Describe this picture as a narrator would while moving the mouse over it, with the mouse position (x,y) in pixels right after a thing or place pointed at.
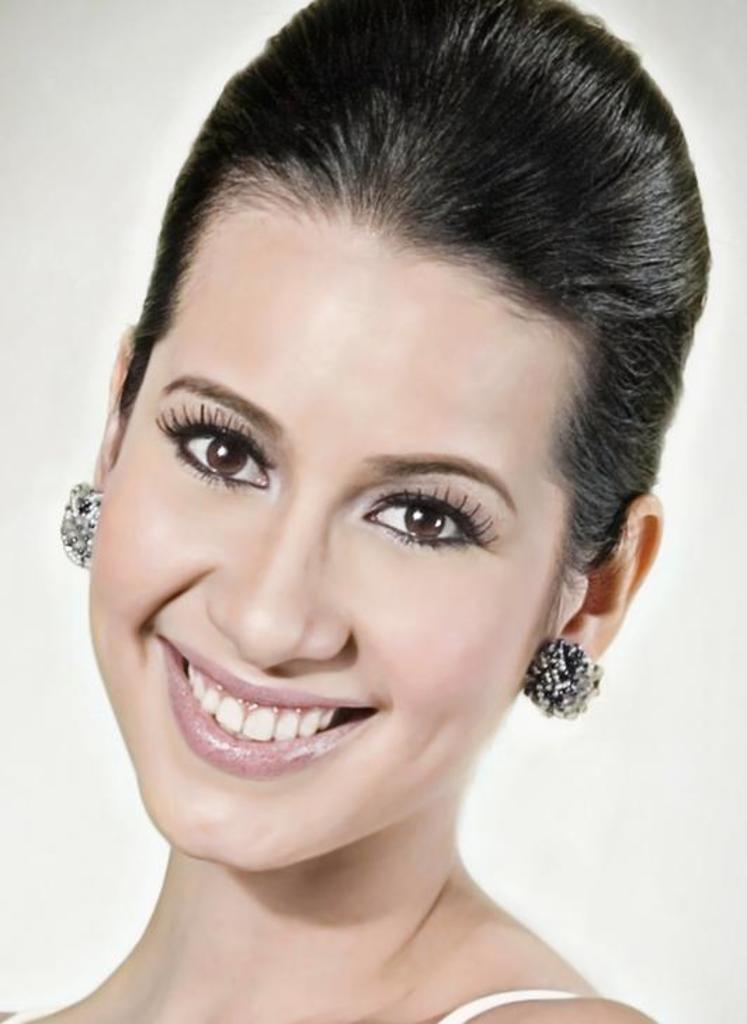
In this picture we can see a woman (188,699) is smiling. Behind the woman (143,961), there is the white background (675,847).
